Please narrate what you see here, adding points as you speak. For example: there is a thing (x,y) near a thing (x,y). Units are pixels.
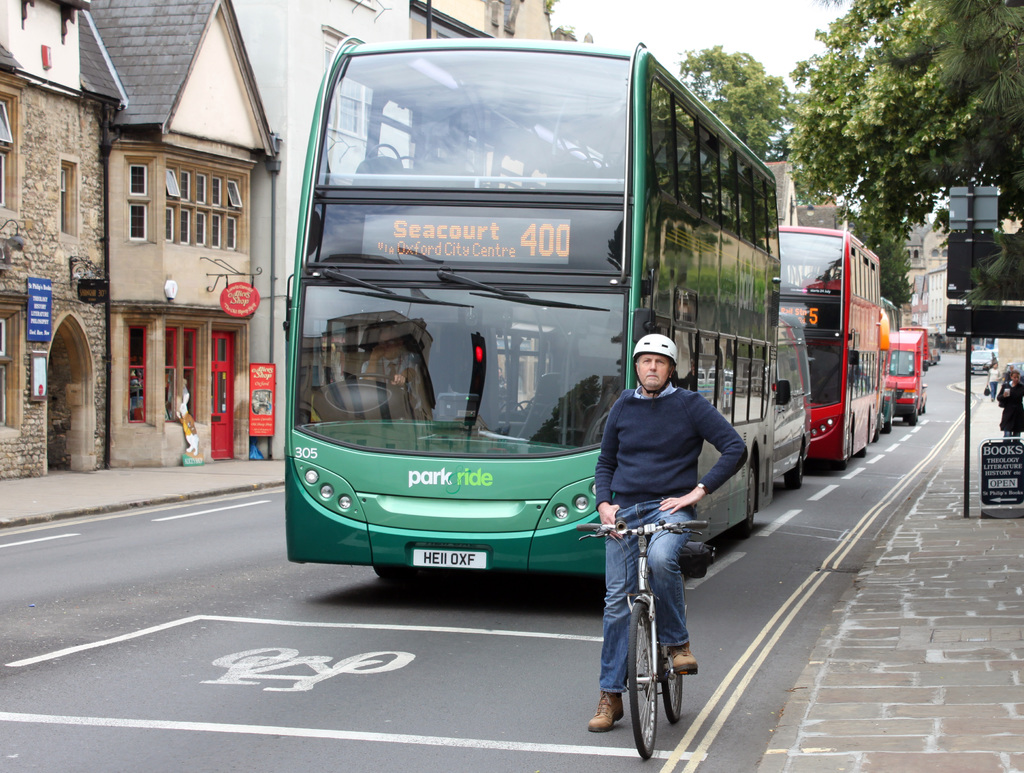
on the road (478,671) there is a person (656,601) sitting on the bicycle (665,653). behind him there are buses (621,299). at the right (905,111) there are trees (920,103). at the left (256,239) there are buildings (166,239).
